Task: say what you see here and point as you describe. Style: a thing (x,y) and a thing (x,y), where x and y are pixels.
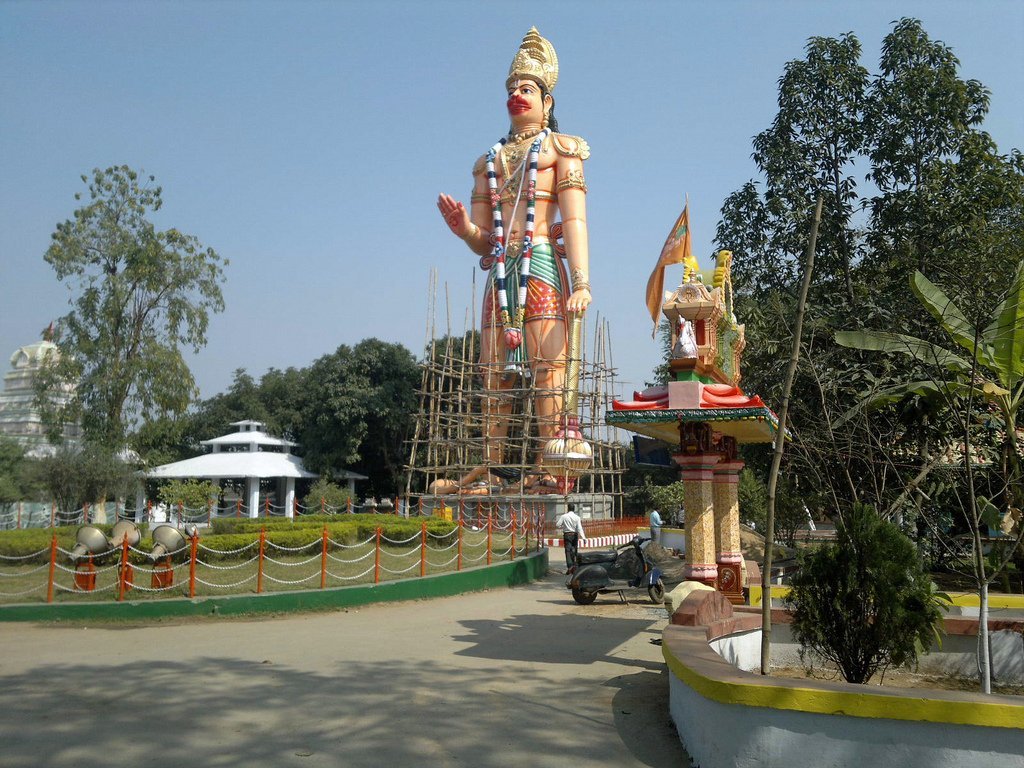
At the bottom (597,597) we can see a scooter (614,587) and two persons (574,557) on the road (426,730) and on the left (185,552) we can see fence (540,538), objects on the ground (509,541), plants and trees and on the right (693,451) there are plants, trees (753,394), arch (689,460) and a flag (663,263). In the background (472,475) there are trees (473,436), statue (487,345) of a lord (487,331), wooden poles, temple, roof (260,463) and sky (981,68).
